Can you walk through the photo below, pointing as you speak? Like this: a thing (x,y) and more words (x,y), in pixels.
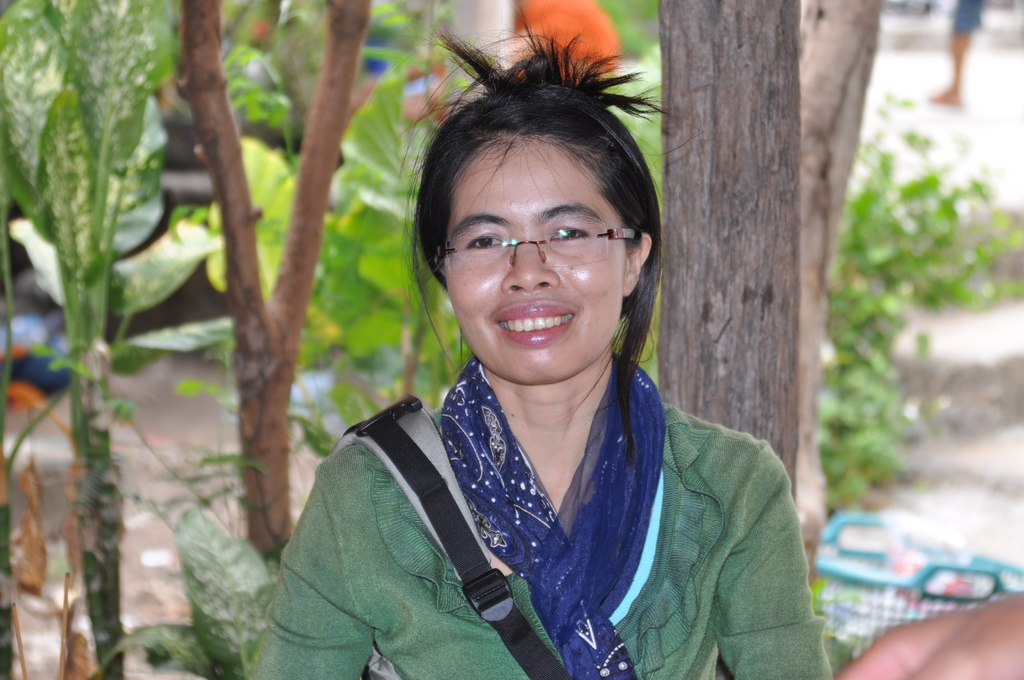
There is a lady (536,330) wearing specs (504,254), scarf (523,517) and a bag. In the background (741,304) there are trees (268,327), plants (324,264) and a basket (875,591). And it is looking blurred in the background (170,48).
